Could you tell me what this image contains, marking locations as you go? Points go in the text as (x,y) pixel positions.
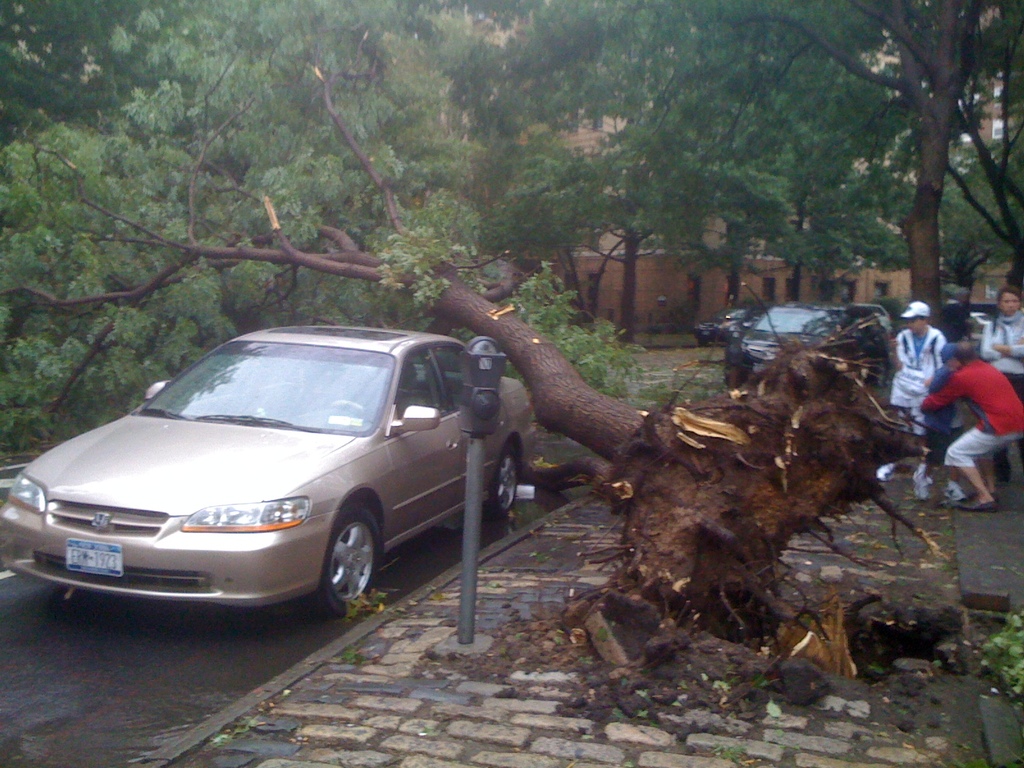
In this image there is a car (328,578) on the road (243,637). There is a uprooted tree (617,336). There are people (951,456) standing on the right side of the image (921,312). In the background of the image (763,211) there are trees (737,127).
